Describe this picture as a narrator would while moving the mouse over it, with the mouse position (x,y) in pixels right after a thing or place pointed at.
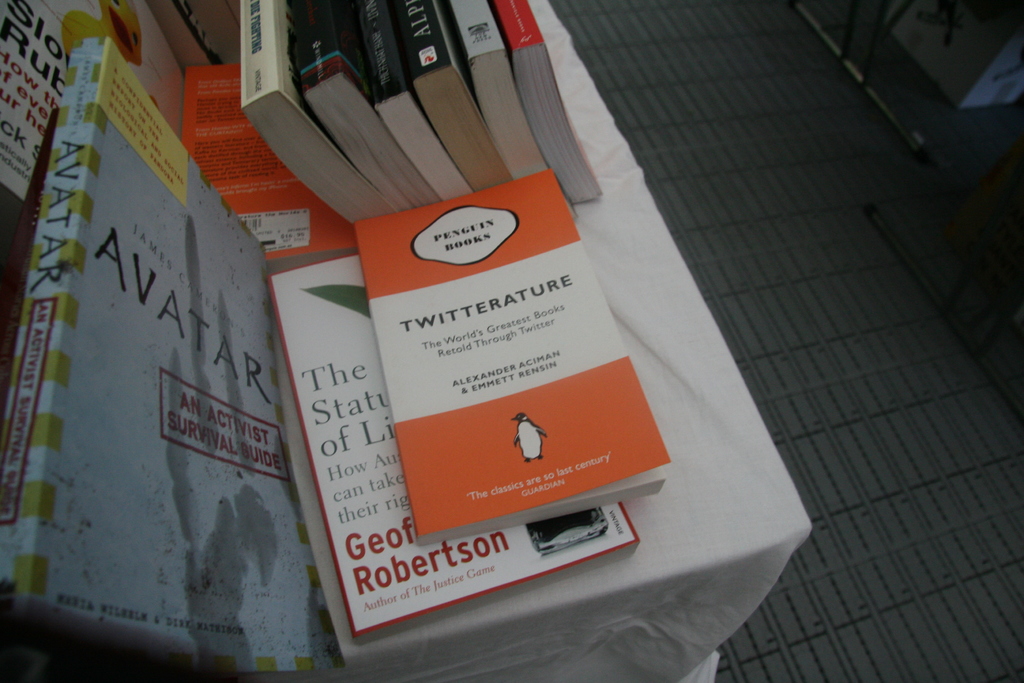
In the picture we can see a white color table (765,440) and on it we can see some books (320,617) and beside the table (734,616) we can see a path (722,194) with gray color tiles (834,291).
